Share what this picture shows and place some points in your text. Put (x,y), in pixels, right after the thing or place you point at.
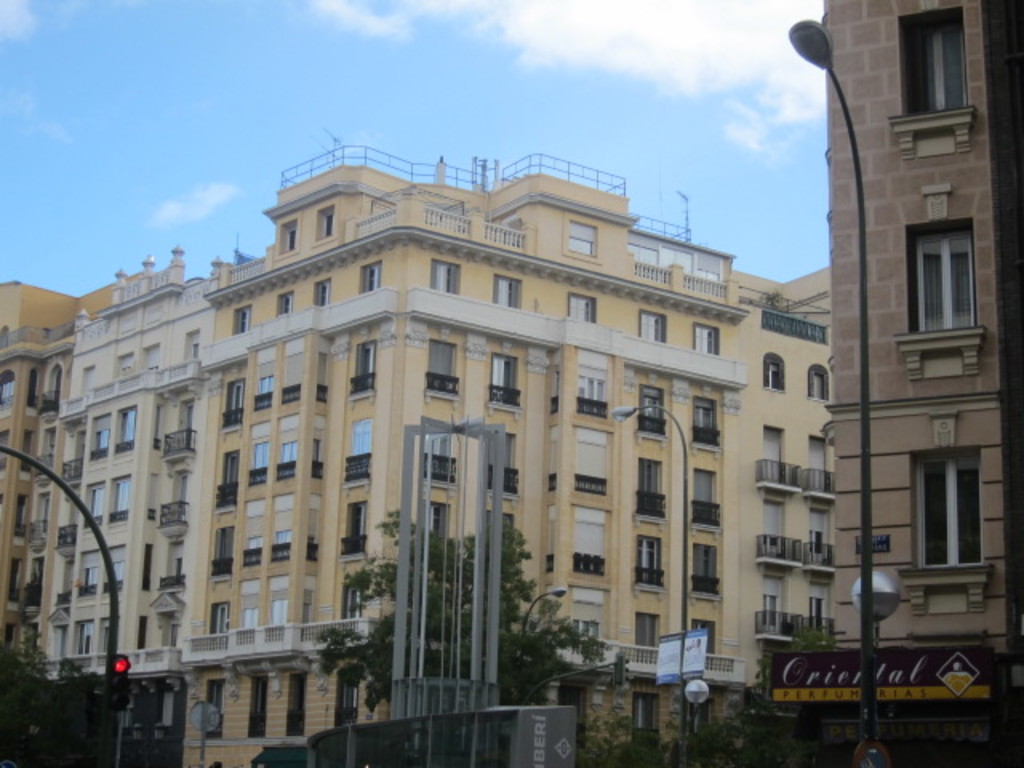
In this image we can see the buildings (647,284). Here we can see the metal fencing (584,169) and antennas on the top of the building (592,204). Here we can see the glass windows (926,273) on the right side (961,282). Here we can see the light poles (866,543) and traffic signal pole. Here we can see the trees (96,680). This is a sky (691,133) with clouds (665,72).
